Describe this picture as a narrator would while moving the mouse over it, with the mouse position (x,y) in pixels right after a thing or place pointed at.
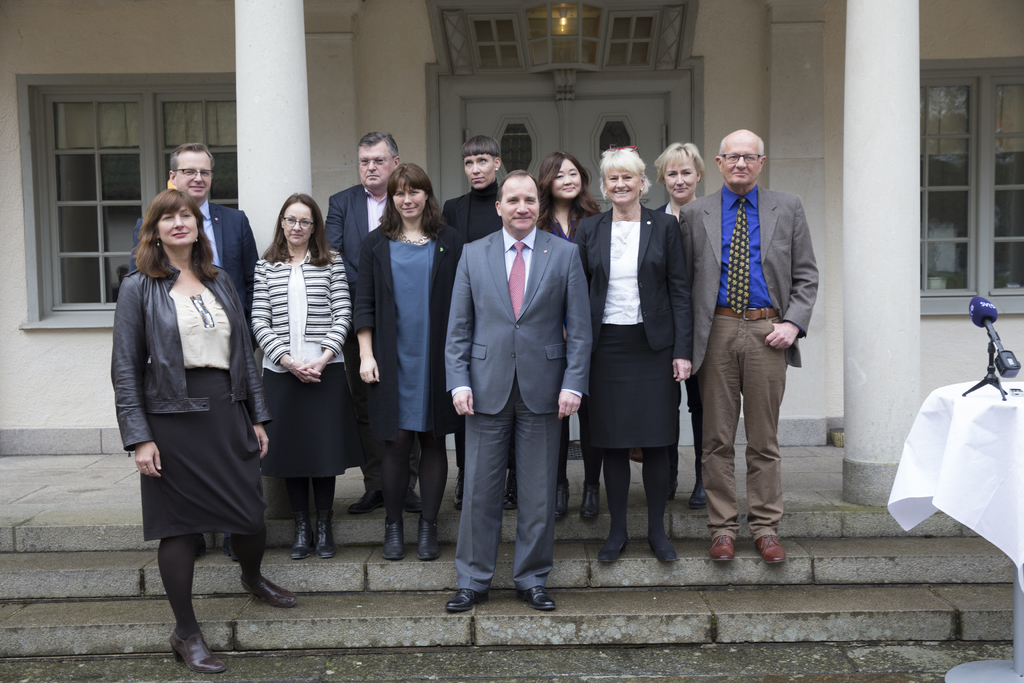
In this picture I can see there are a group of people (167,456) standing here and there are few men (712,462) and women (614,444) standing. The woman (182,326) on to left (187,312) is wearing a skirt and a coat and the men (577,366) are wearing blazers (552,371) and shirts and in the backdrop (136,138) I can see there is a building (464,192) and it has a door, windows (127,127) and there are two pillars (293,172).
